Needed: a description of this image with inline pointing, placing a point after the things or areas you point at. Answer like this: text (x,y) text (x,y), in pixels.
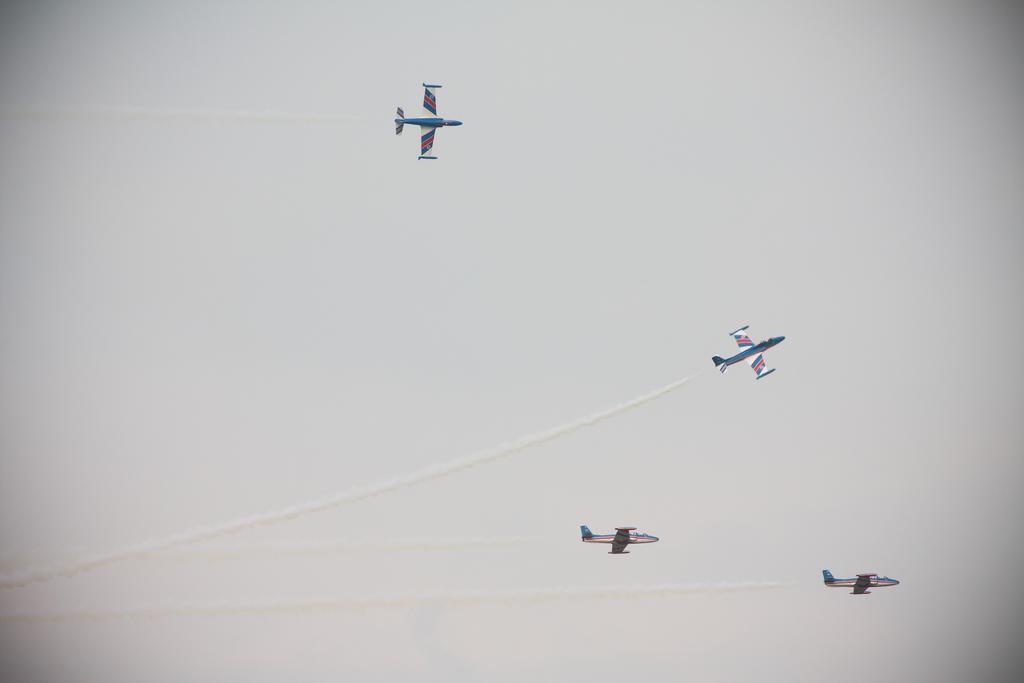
In this image there are four airplanes (415,119) flying in the sky (575,500). There are contrails (627,405) in the sky (298,300). In the background (444,358) there is the sky (579,314).
